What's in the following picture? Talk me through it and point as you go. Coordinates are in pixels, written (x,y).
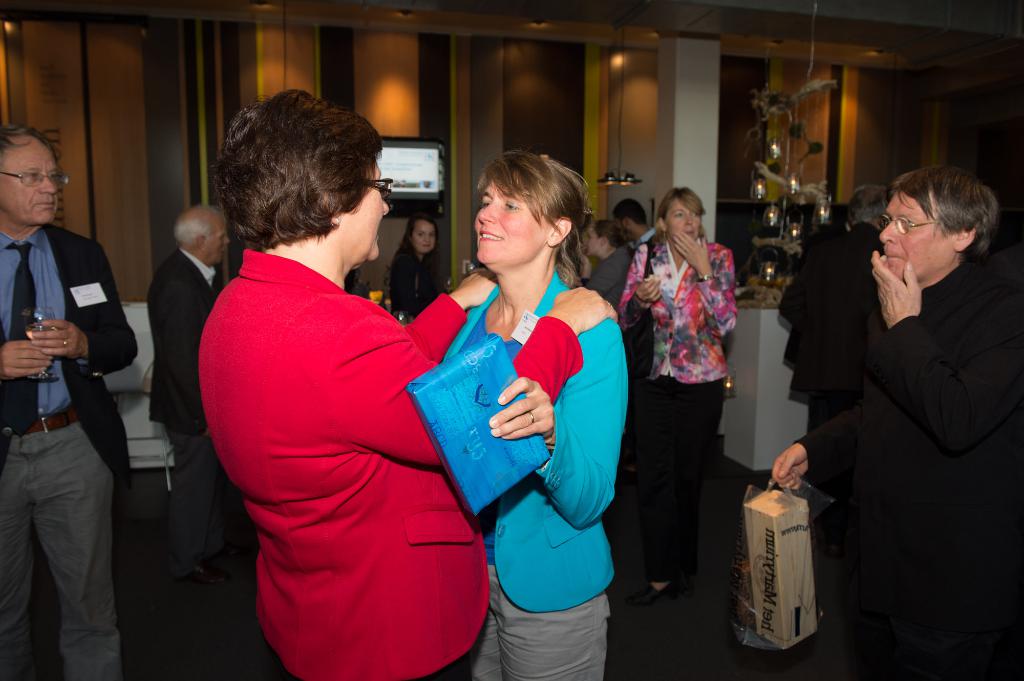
In this image I can see some people (556,390). In the background (401,174), I can see it looks like a board (424,166) on the wall (458,94). At the top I can see the lights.
